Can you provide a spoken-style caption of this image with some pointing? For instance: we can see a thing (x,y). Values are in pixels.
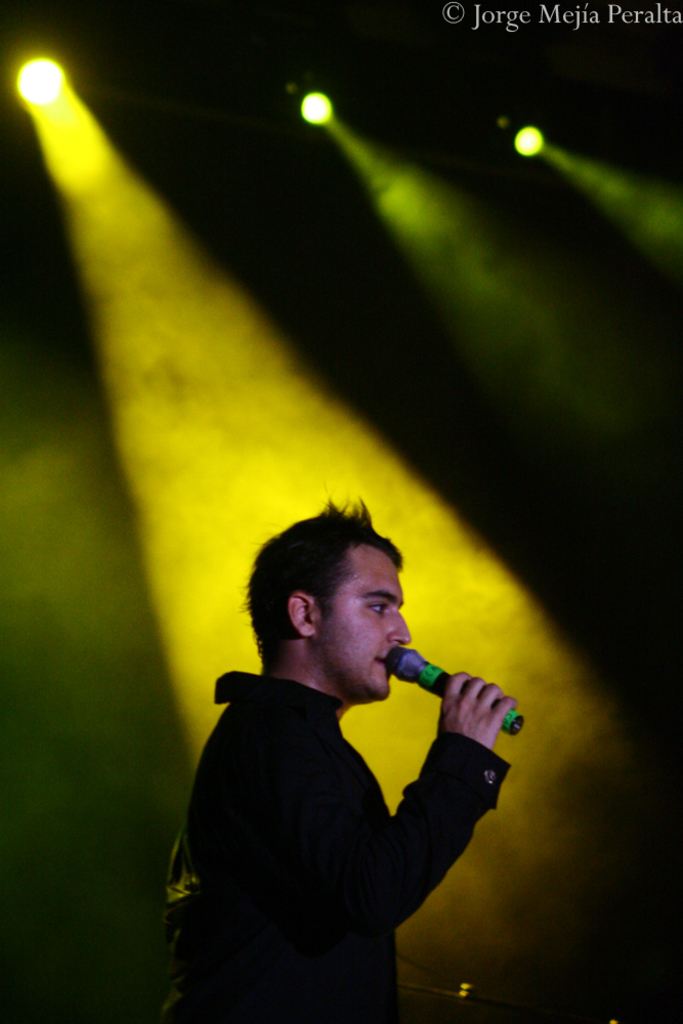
In the image there is a man (309,757) standing and holding a mic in his hand (447,704). Behind him there are lights (566,168). In the top right corner of the image (635,15) there is a name (491,15).
